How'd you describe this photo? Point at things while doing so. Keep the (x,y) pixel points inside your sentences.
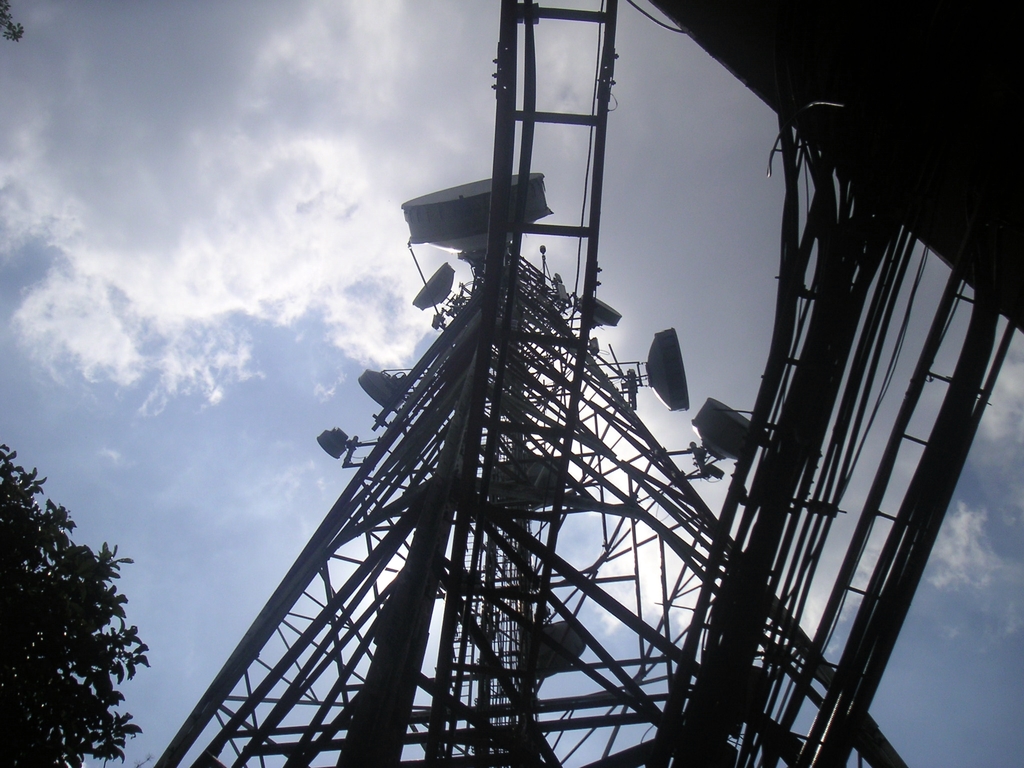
Here we can see the blue cloudy sky (391,220), on the right we have signal transmission tower (384,611), on the left we have a tree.
